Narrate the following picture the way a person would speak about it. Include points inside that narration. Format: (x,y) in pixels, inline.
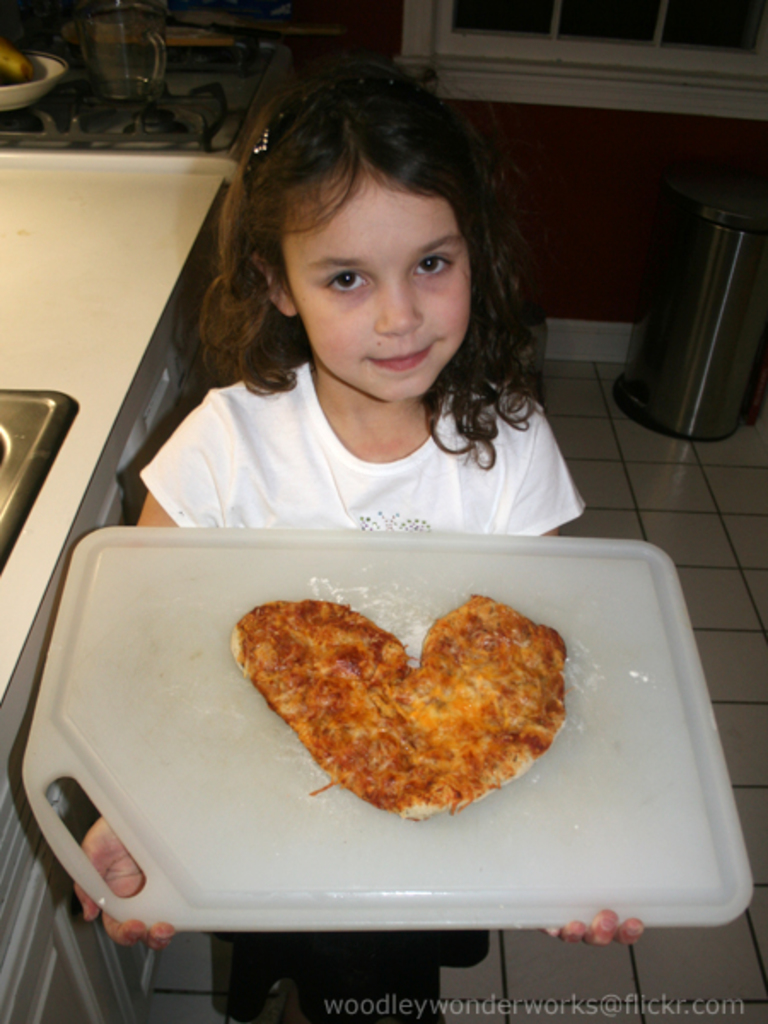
This picture seems to be clicked inside the room (752,120). In the foreground (380,340) we can see a girl (324,381) standing and holding a chopping board (160,545) and we can see some food item (269,646) is placed on the top of the chopping board (581,758). In the background (625,500) we can see the floor (665,488), utensils (124,74), stove (165,135) and some other objects (732,271). In the bottom right corner (537,1009) we can see the watermark (578,1011) on the image.
